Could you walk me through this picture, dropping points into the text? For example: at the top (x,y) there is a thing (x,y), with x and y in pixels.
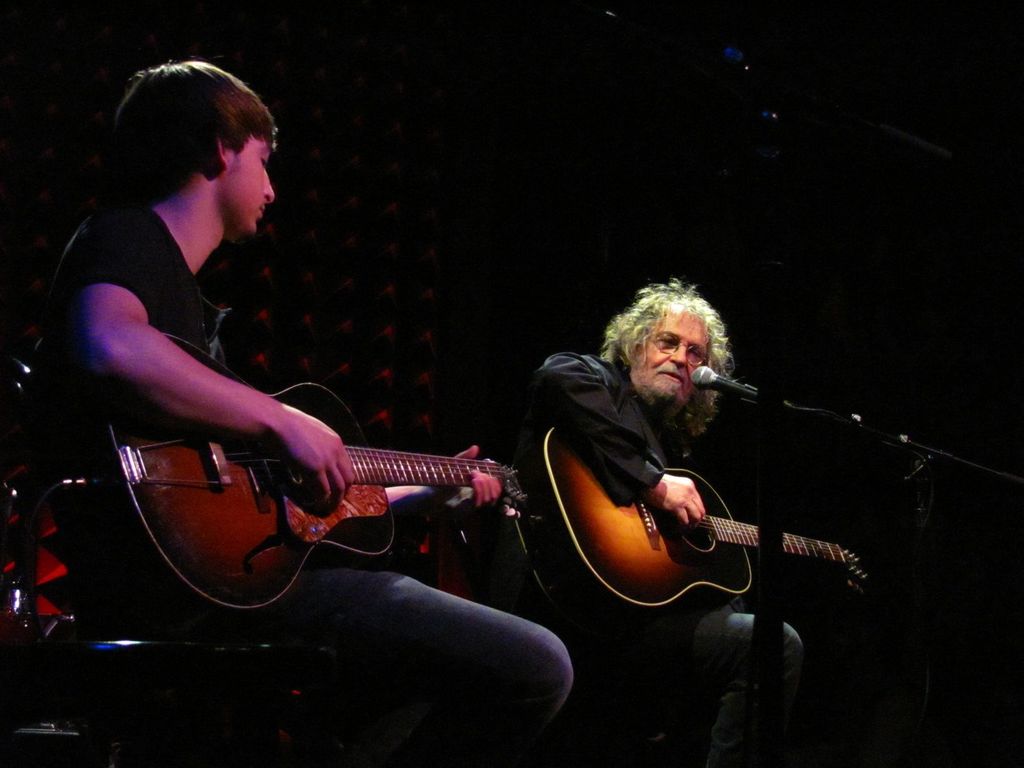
There are two men (652,429) sitting in a chair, holding guitars (302,526), in their hands (686,506). One of the guy (651,485) is having a microphone (722,385) in front of him. And there is dark light (451,224) in the background (495,174).
